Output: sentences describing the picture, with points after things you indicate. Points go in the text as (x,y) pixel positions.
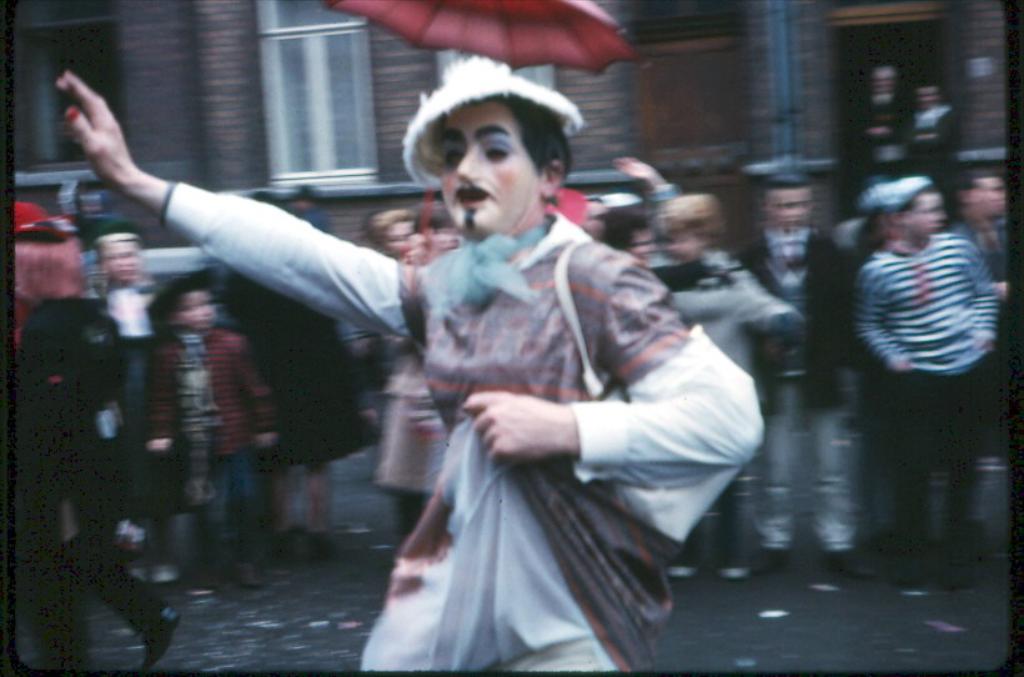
This is the picture of a road (299,562). In this image there is a person (528,182) with mask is standing in the foreground (545,408). At the back (796,369) there are group of people (131,408) standing on the road (841,605) and there is a building (731,119) and there is pipe (787,22) on the wall (749,40). At the bottom (794,544) there is a road (820,626).
